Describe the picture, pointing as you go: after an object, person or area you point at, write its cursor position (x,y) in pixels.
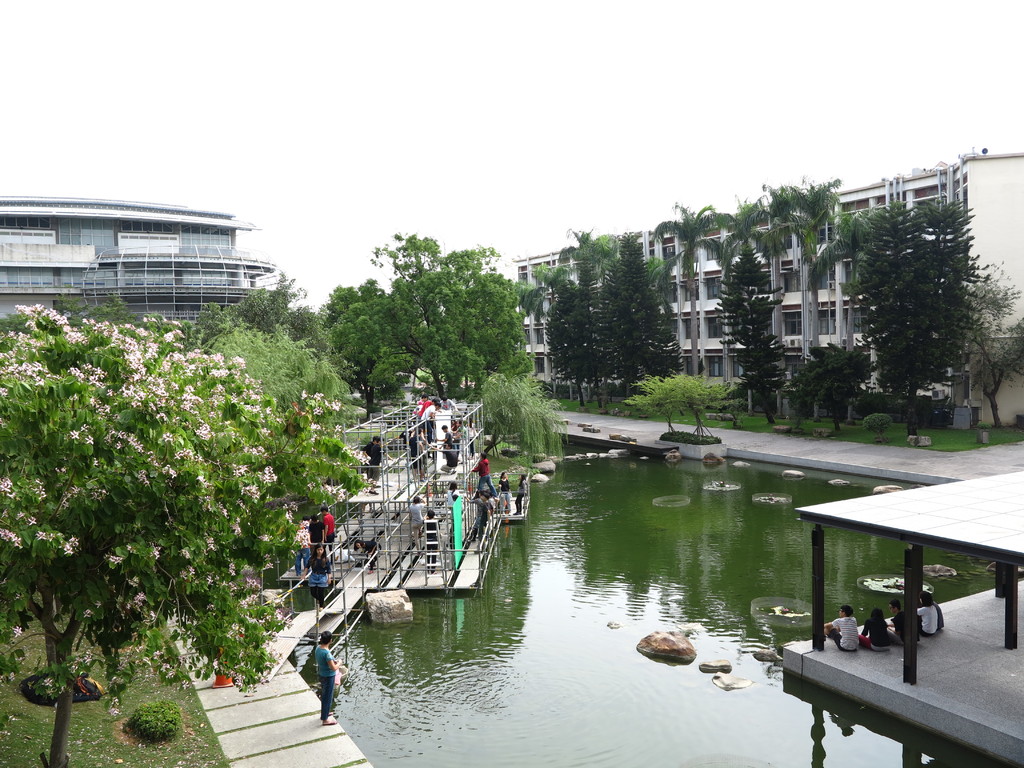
In this picture we can see a shelter (948,514), rocks (664,651), grass (120,685), trees (114,608), buildings (542,323), some people (921,628) are sitting on the floor (926,645) and some people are standing and some objects (385,454) and in the background (487,189) we can see the sky (369,168).
